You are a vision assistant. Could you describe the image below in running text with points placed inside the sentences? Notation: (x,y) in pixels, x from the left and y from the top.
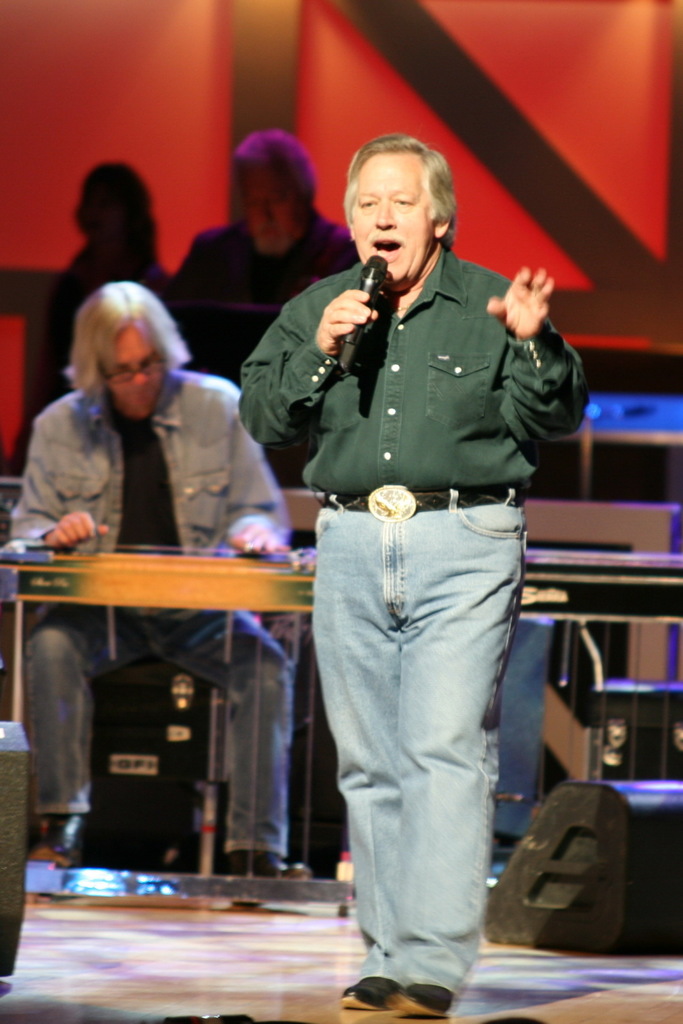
The picture is of a music concert. In the middle (453,461) one person (453,490) wearing green shirt (458,382) and blue jeans (431,701) is singing as his mouth (389,240) is open. He is holding a mic (363,334). Beside him one person (167,507) is playing pedal steel guitar (121,590). there are few more musical instruments (610,608) are there. The background (490,31) is a red wall (517,104).
